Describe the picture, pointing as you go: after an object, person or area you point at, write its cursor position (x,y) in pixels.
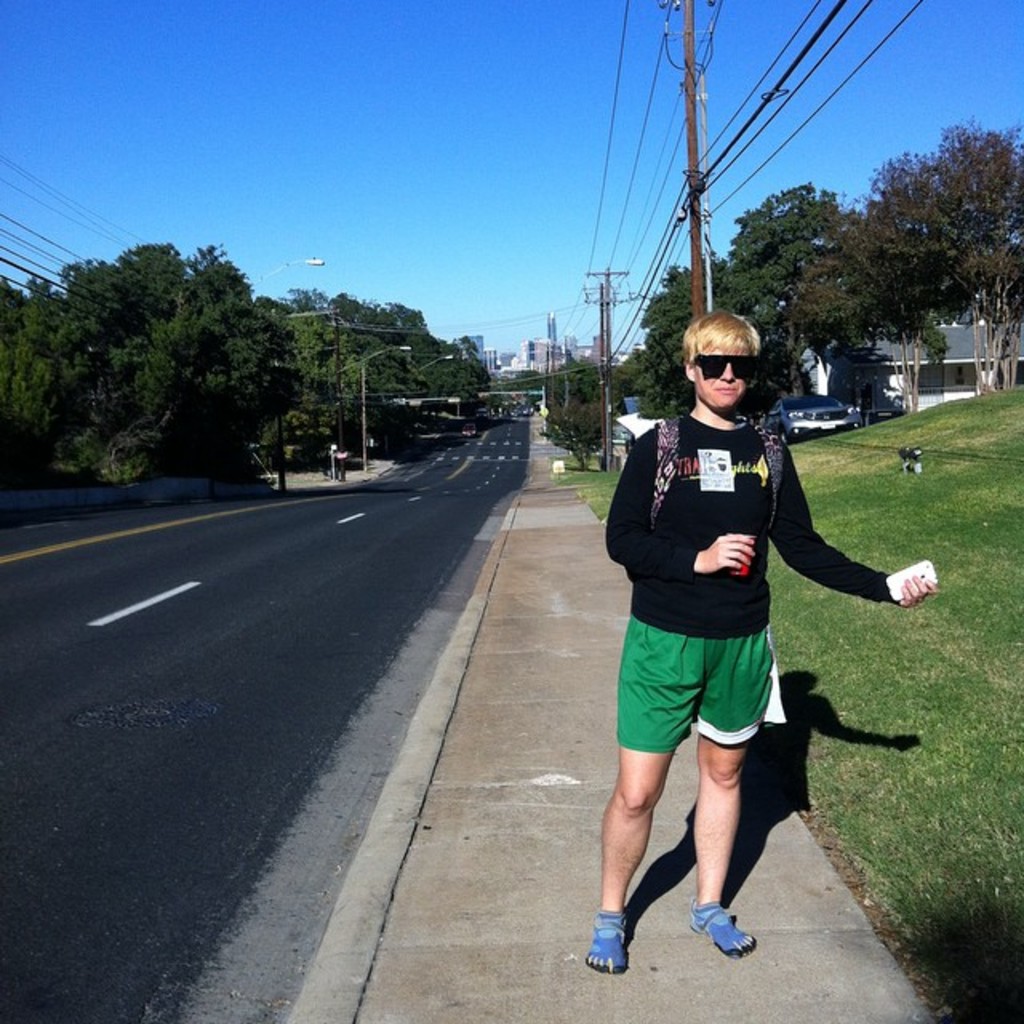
In this picture on the right side (719,370), we can see a person (928,593) standing on the footpath (390,958) near the grass (796,575). Behind him there are poles (697,296), wires (660,266), trees (861,281) and houses (972,360). On the left side of the road (266,504) we can see trees (269,342), lamp posts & buildings (514,352).
